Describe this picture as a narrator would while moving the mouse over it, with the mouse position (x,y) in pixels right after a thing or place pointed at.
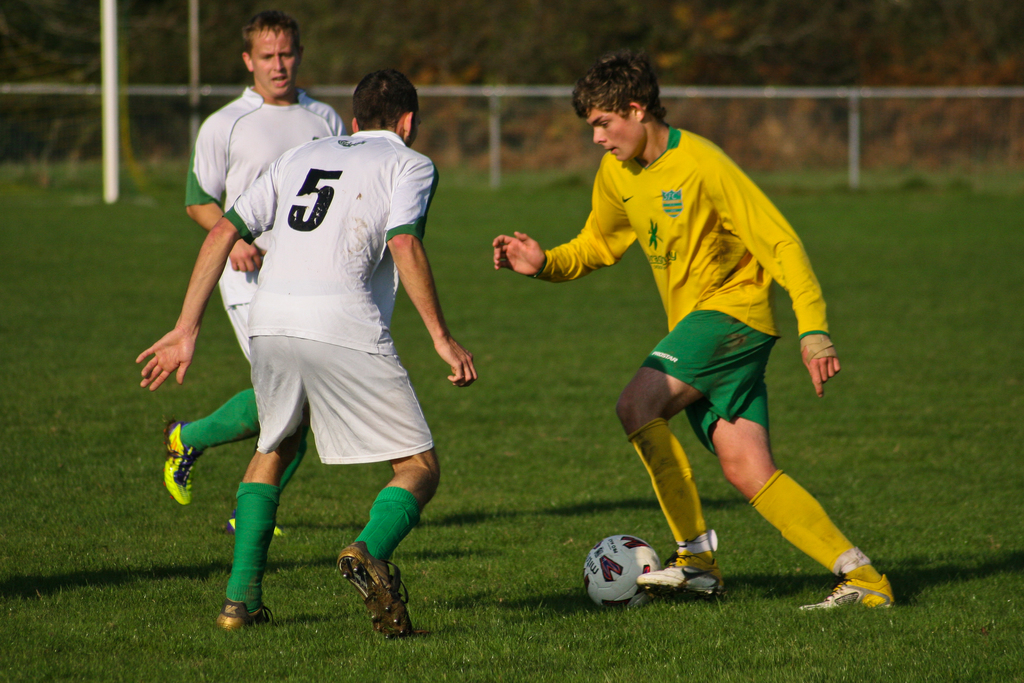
In this image i can see a man (734,291) in the yellow jersey (714,226) hitting the football (631,551) and two persons (338,317) in white jersey (321,136) standing. In the background (305,470) i can see metal poles (492,139), grass (478,282) and few trees (535,31).
